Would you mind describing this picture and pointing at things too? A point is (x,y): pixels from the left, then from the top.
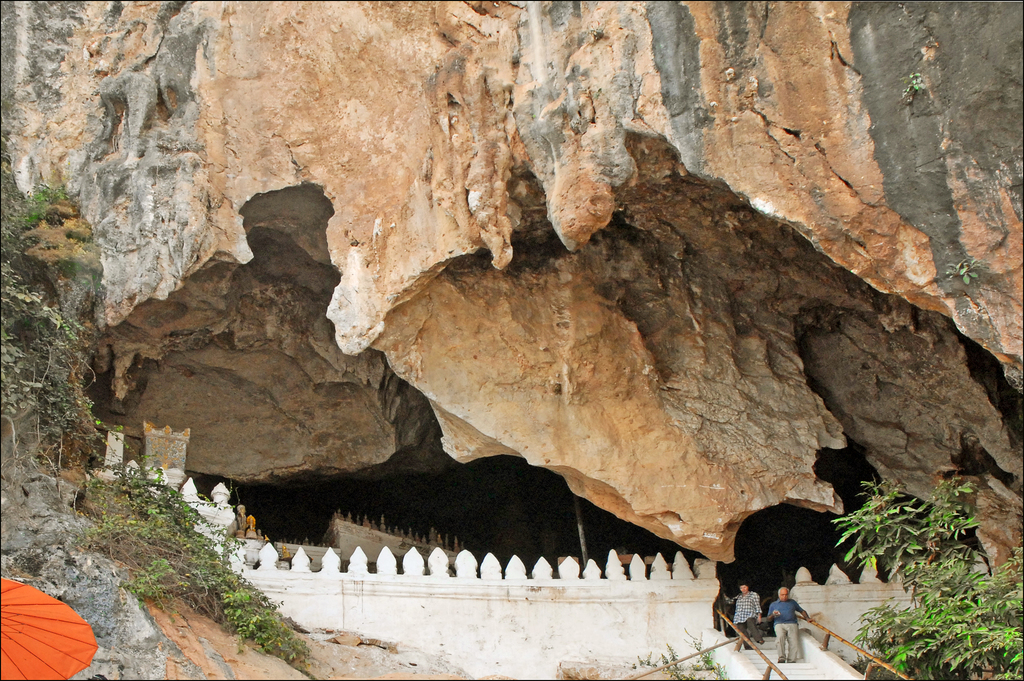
In this image I can see a cave (314,462) and a construction (489,611) in the cave (763,585). I can see stairs (829,674) and two people (754,599) on stairs (814,661) at the bottom of the image (754,595). Trees (1010,603) and plants (980,582) on both sides of the image at the bottom (1010,562).
